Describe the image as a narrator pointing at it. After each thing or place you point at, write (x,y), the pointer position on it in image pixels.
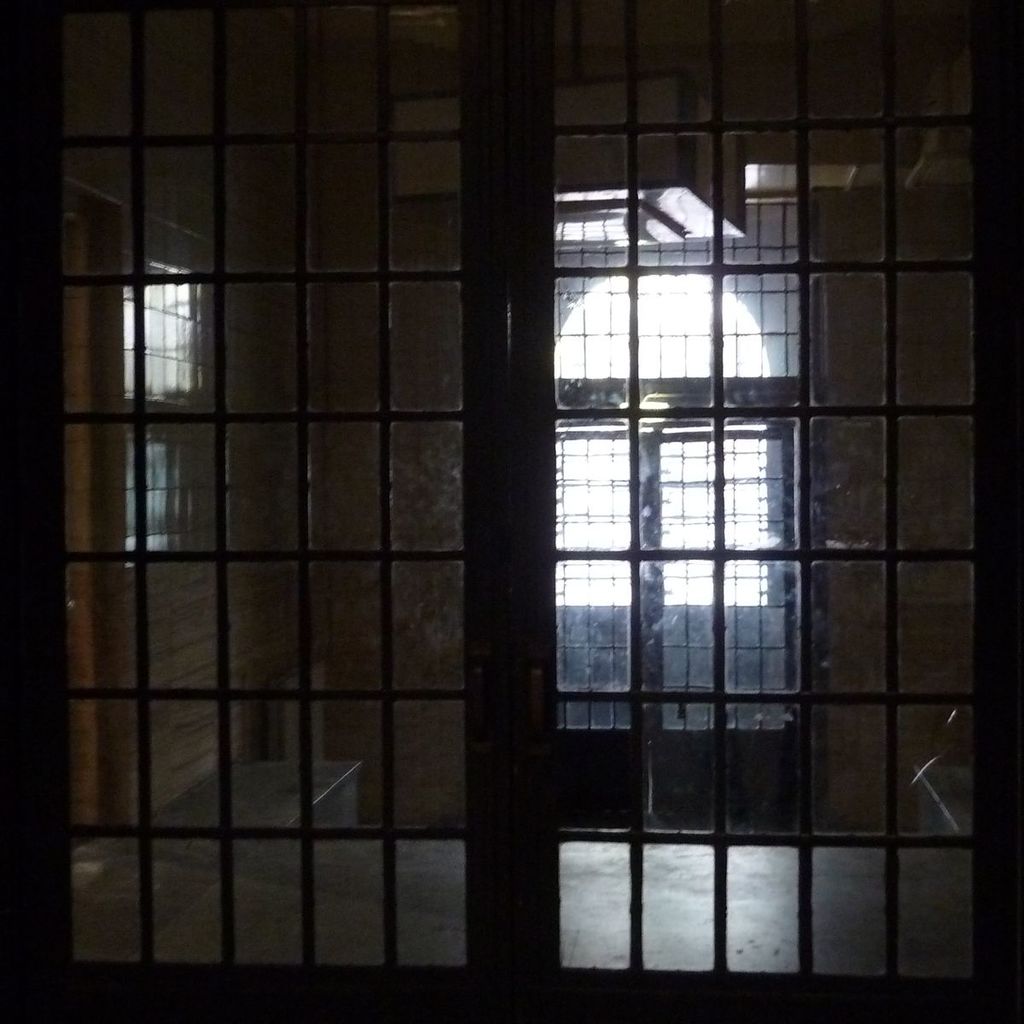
In this image I can see a window (707,220), through window (556,366) I can see the wall (362,665).
